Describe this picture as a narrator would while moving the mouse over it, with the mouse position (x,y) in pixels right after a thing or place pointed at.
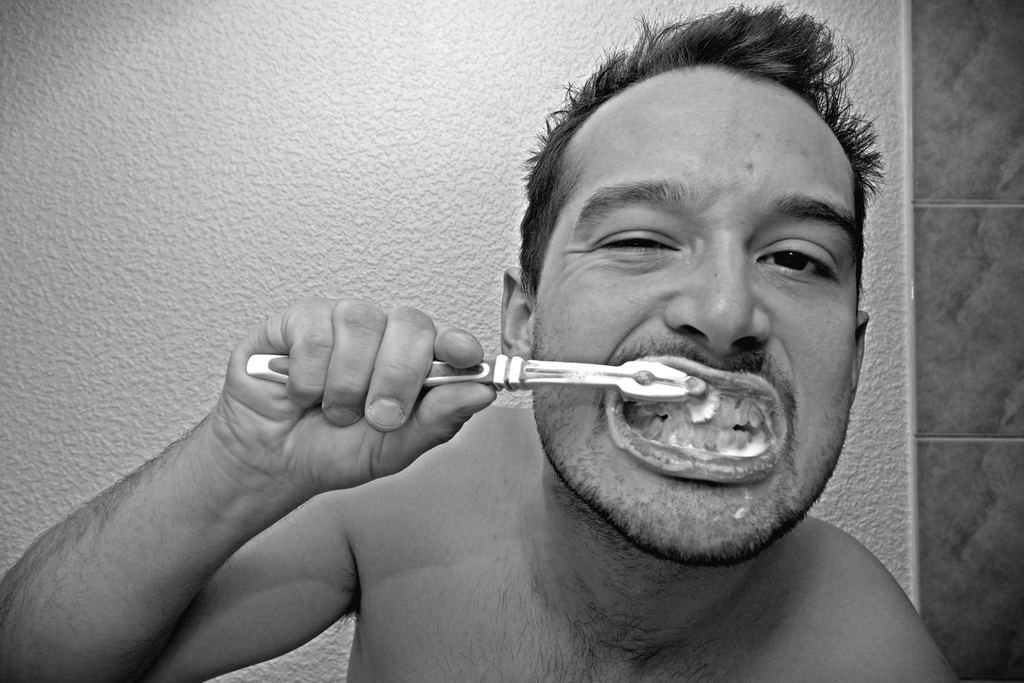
In this image in the front (620,514) there is a man (535,507) brushing his teeth (676,431). In the background (388,132) there is wall (871,333).
